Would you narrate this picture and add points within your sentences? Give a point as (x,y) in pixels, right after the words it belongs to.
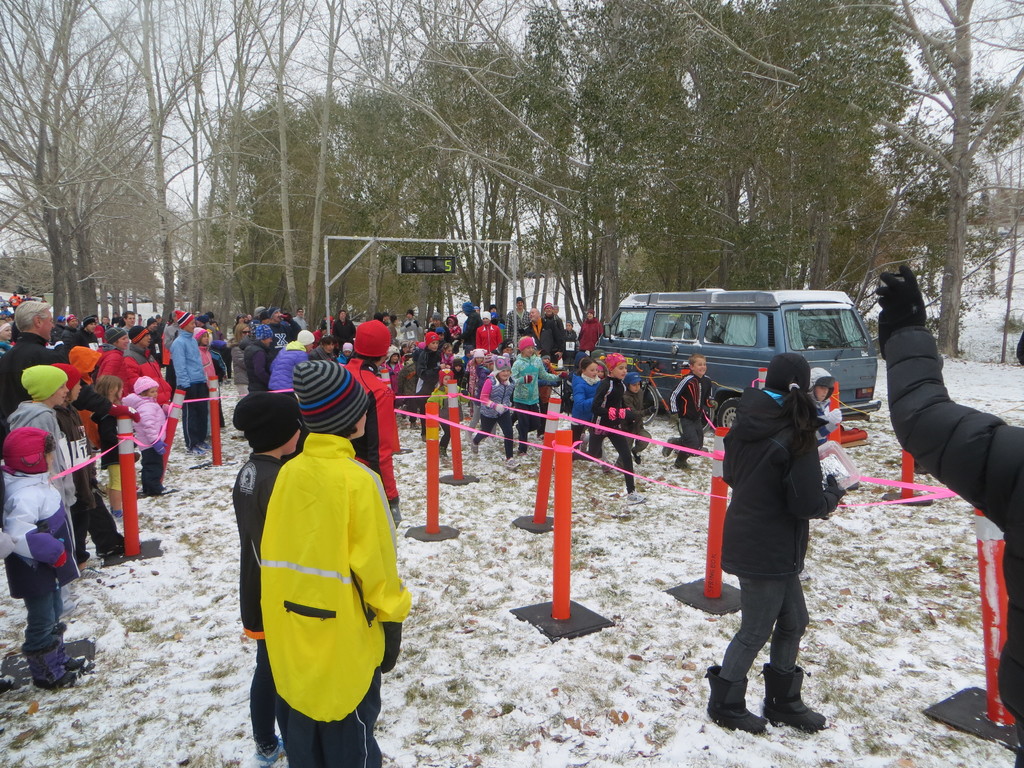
In this picture there are people (314,370) and we can see ropes (530,445) attached to the lane poles (712,489) on the ground (490,590), snow (421,518), board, rods (489,262), vehicle (700,300) and trees (448,250). In the background of the image (357,24) we can see the sky (359,37).
